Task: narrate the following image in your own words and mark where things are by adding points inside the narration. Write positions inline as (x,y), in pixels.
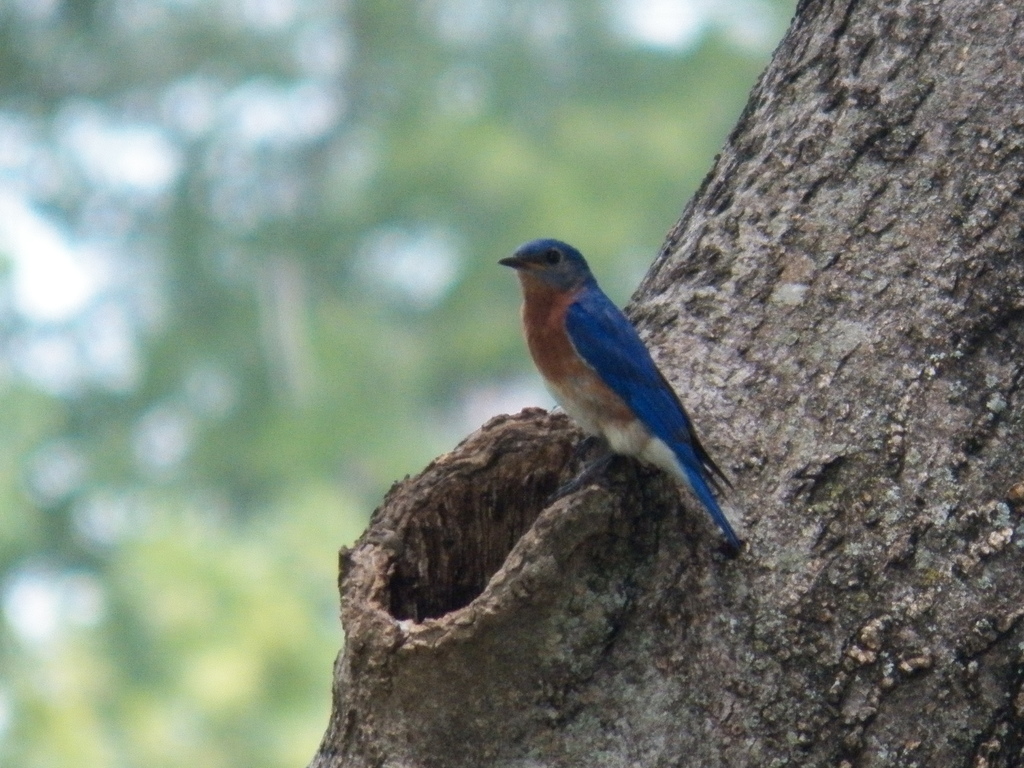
In this picture we can see the brown and blue color small bird (617,404) is sitting on the tree trunk (723,428). Behind there is a green blur background (123,752).
